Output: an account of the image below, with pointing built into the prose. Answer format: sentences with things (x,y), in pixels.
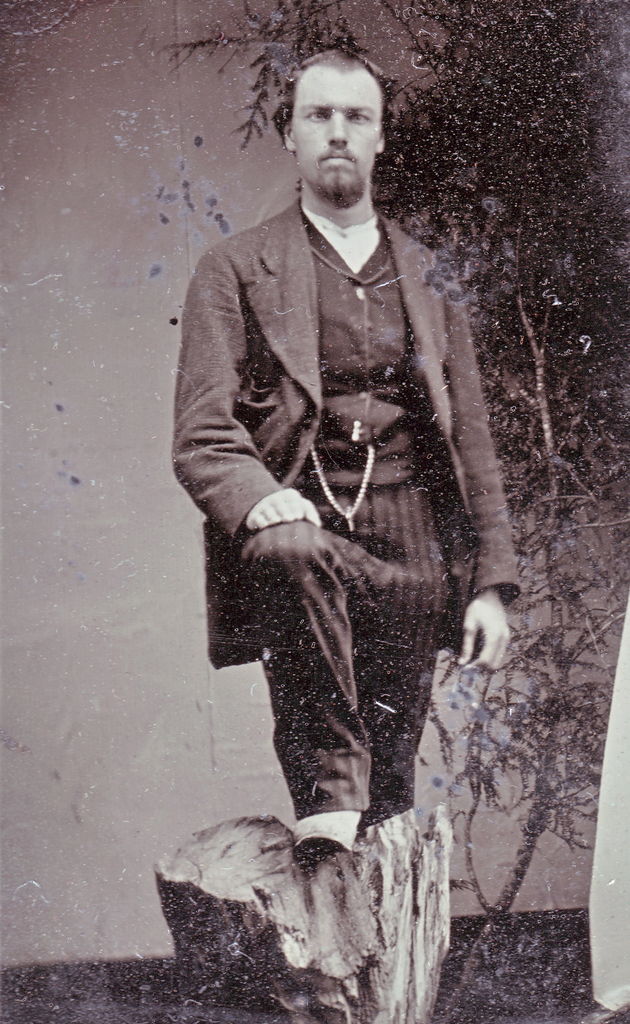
In the middle of the image (377,458) there is a man (409,361) with black dress (337,428) is standing and kept his leg (353,820) on the trunk (283,893) of the tree (275,896). Behind him to the right corner of the image (537,404) there is a tree (574,479). And in the background (142,254) there is a wall (56,469).
